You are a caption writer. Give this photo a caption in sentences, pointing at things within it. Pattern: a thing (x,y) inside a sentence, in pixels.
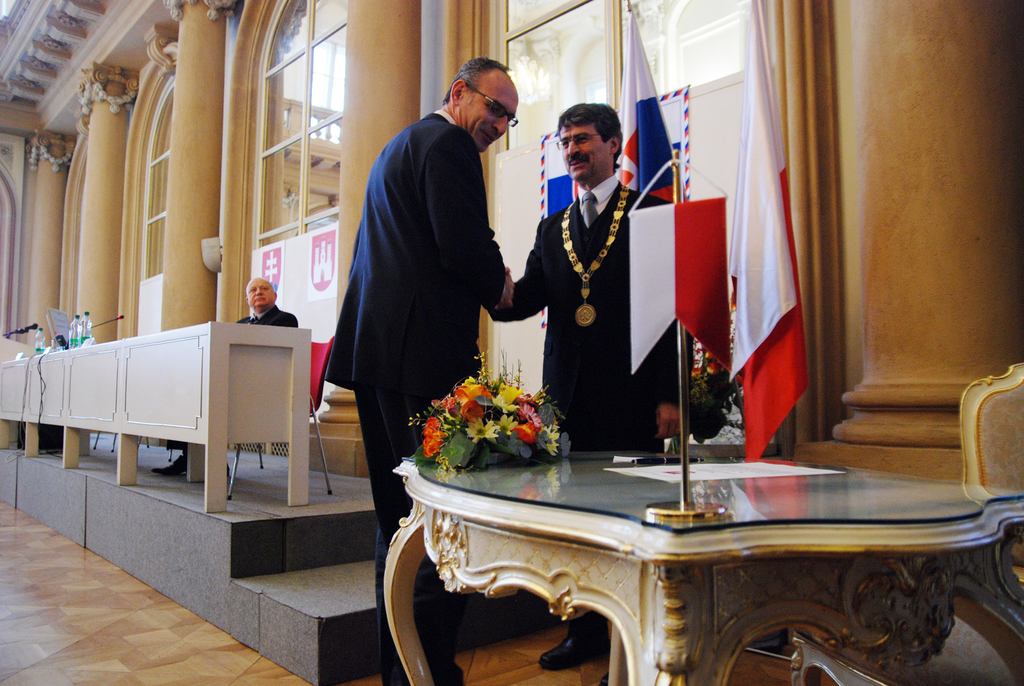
In this image On the right (835,547) there is a table (746,588) on that there is a flag (686,274), flower vase (511,422) and paper (761,475). In the middle (537,276) there are two people (521,293). On the left (255,303) there is a man (270,308) he is sitting on the chair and there is table (104,360), bottle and mic (115,320). In the back ground (795,301) there are flags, window (302,94), pillar (183,149), staircase (326,577) and wall (851,352).
